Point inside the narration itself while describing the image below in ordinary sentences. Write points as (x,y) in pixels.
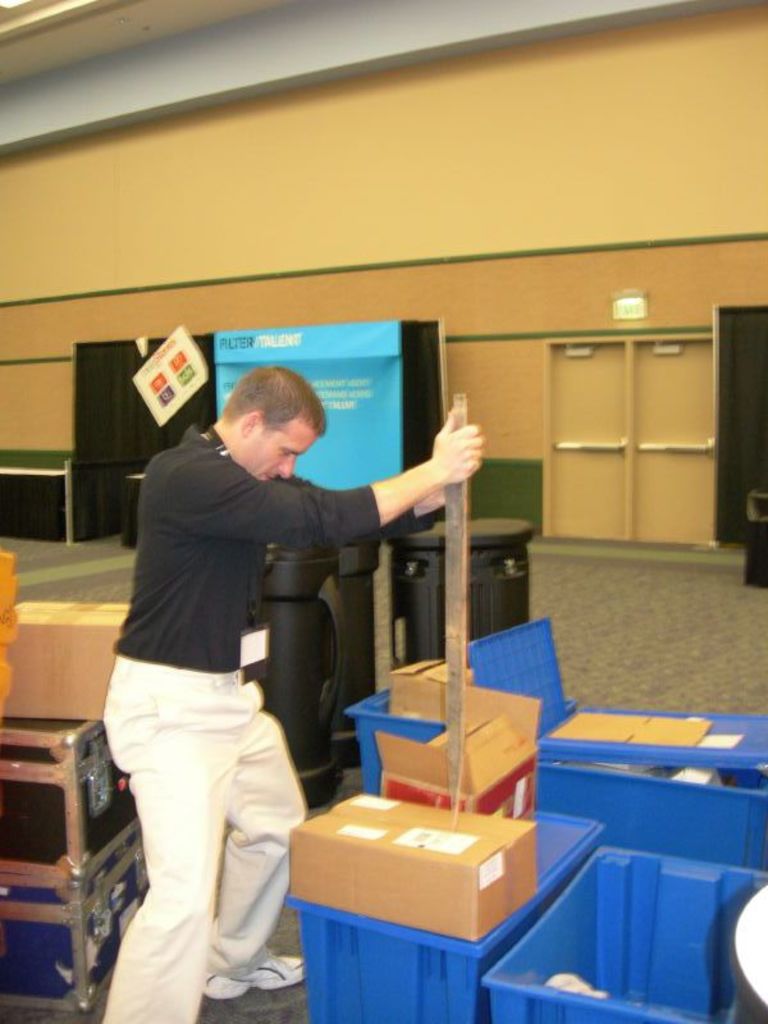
In this image there is a person (137,651) standing, holding a sharp object (457,586) in his hand (441,470), the person (444,479) is trying to open a cardboard box (435,824) with this sharp object (452,745), around him there are few plastic boxes (562,787) and cardboard boxes (74,660).
